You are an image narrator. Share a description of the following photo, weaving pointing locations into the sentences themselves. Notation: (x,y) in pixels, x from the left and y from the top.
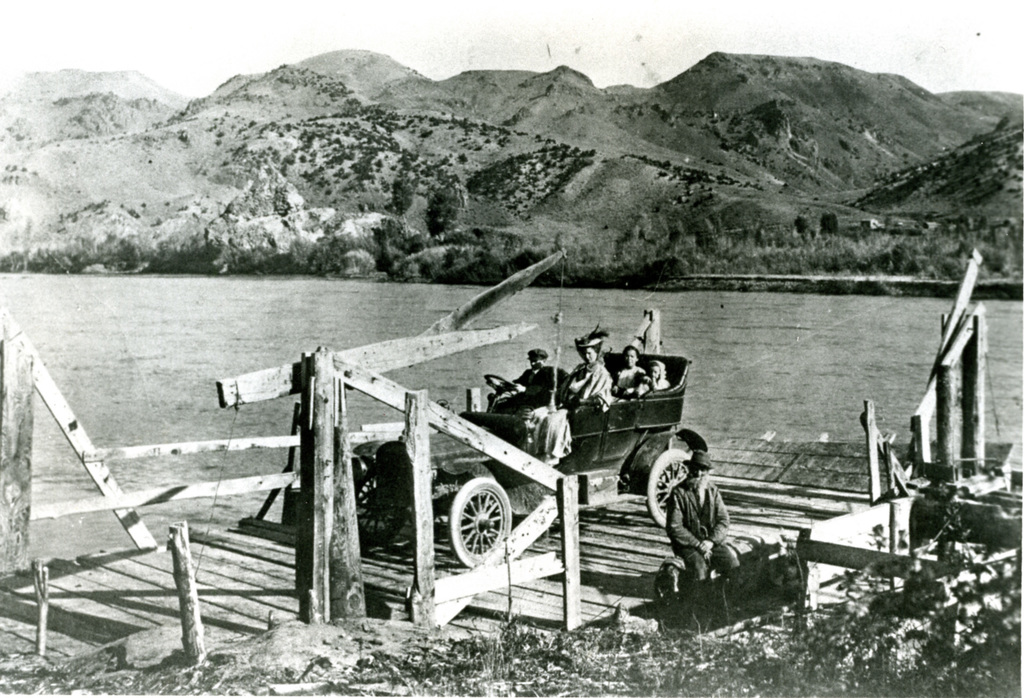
It is a black and white picture. In the center of the image (566,463) we can see a vehicle (443,464) on the walkway (272,607). And we can see a few people (594,378) in the vehicle (606,421). And we can see fences (544,527), one person (676,542) is sitting and a few other objects (740,551). In the background (761,361), we can see hills (672,100), plants (573,282) and water (491,321).
